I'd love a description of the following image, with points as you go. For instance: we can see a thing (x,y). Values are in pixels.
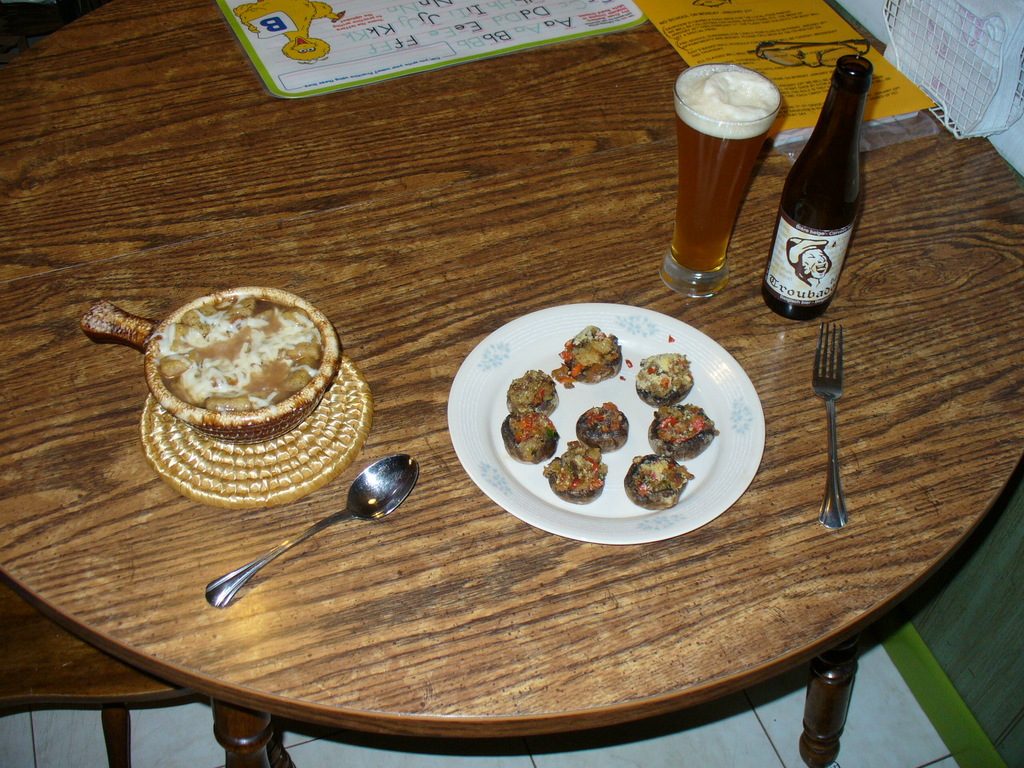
In the picture I can see food items (570,349), spoons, bottle (856,193), glass (727,173) with liquid (702,246) and papers (685,27) are placed on the table (596,114).
